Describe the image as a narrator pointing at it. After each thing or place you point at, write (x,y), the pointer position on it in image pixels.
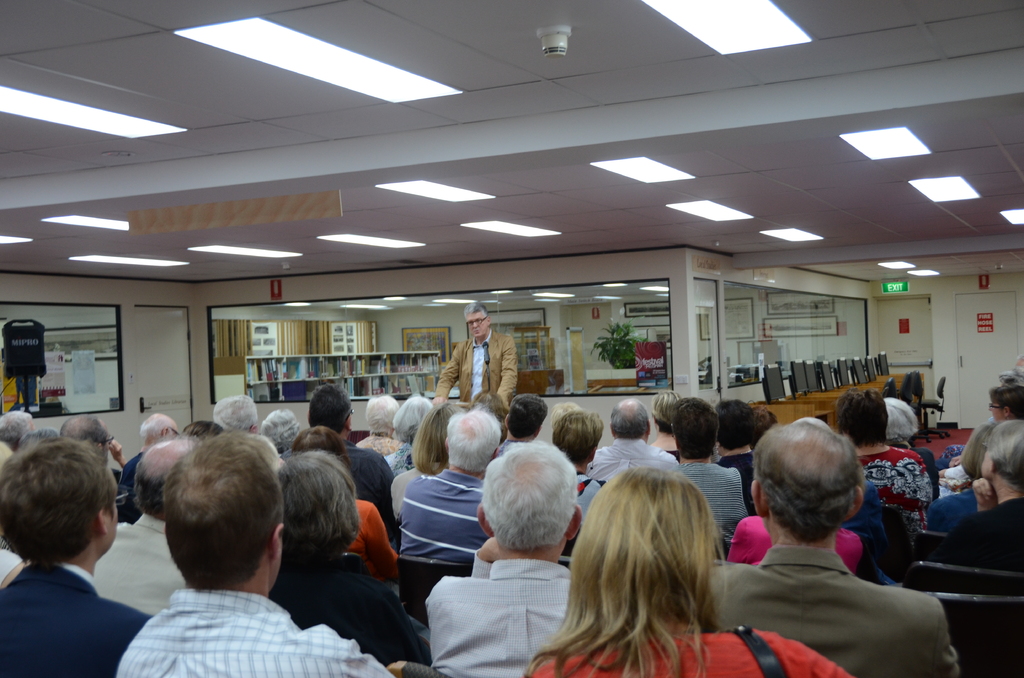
In this image there is a hall (432,444), in that all people (372,566) are sitting on chairs (361,558), in front of the people (484,437) there is a man (494,370) standing, in the background (851,290) there is a wall (203,333) to that wall (619,269) there is a glass (652,288), at the top (9,122) there is a ceiling (533,138) and lights (890,145).
